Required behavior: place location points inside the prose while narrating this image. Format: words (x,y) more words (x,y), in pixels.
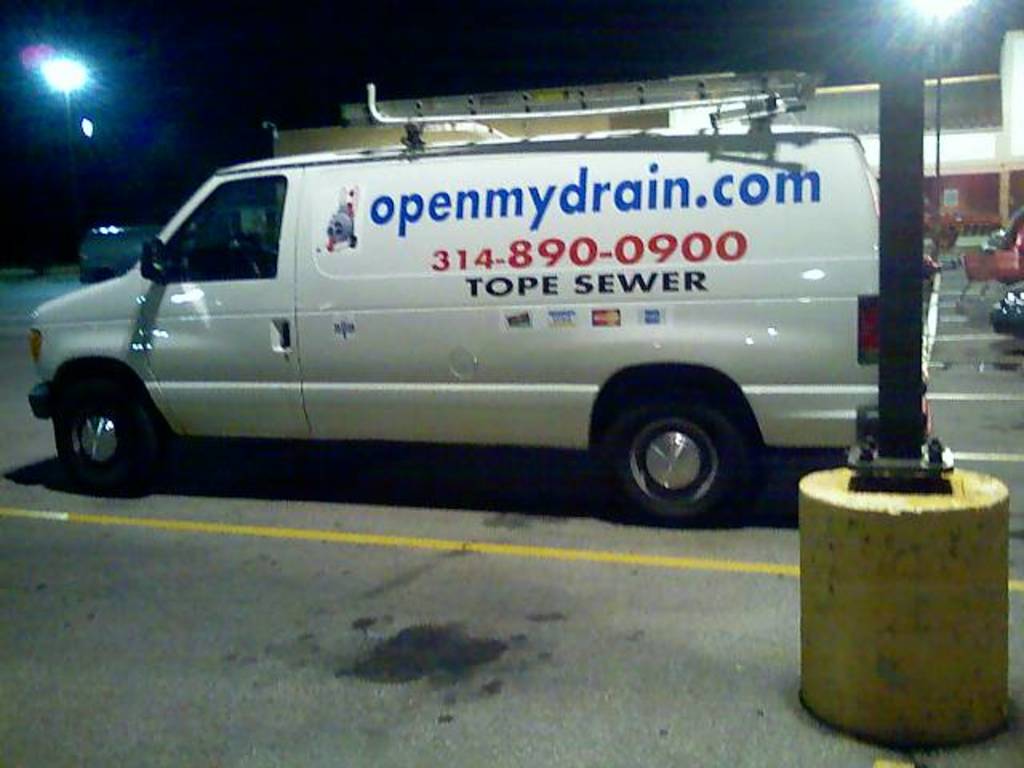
In this image we can see one house (967,158), one light (73,70) with pole (72,125), some vehicles (811,265) on the road (939,311), one pole (915,471) on the pillar (892,494) on the road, one wire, one object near the light (77,85), one light (914,10) at the top right side of the image (925,18), some objects (953,222) on the ground (989,365), one object (943,199) looks like a poster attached to the wall (974,179), some text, numbers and stickers (353,206) on the white vehicle (524,310) in the middle of the image (540,290). The background (100,132) is dark.
